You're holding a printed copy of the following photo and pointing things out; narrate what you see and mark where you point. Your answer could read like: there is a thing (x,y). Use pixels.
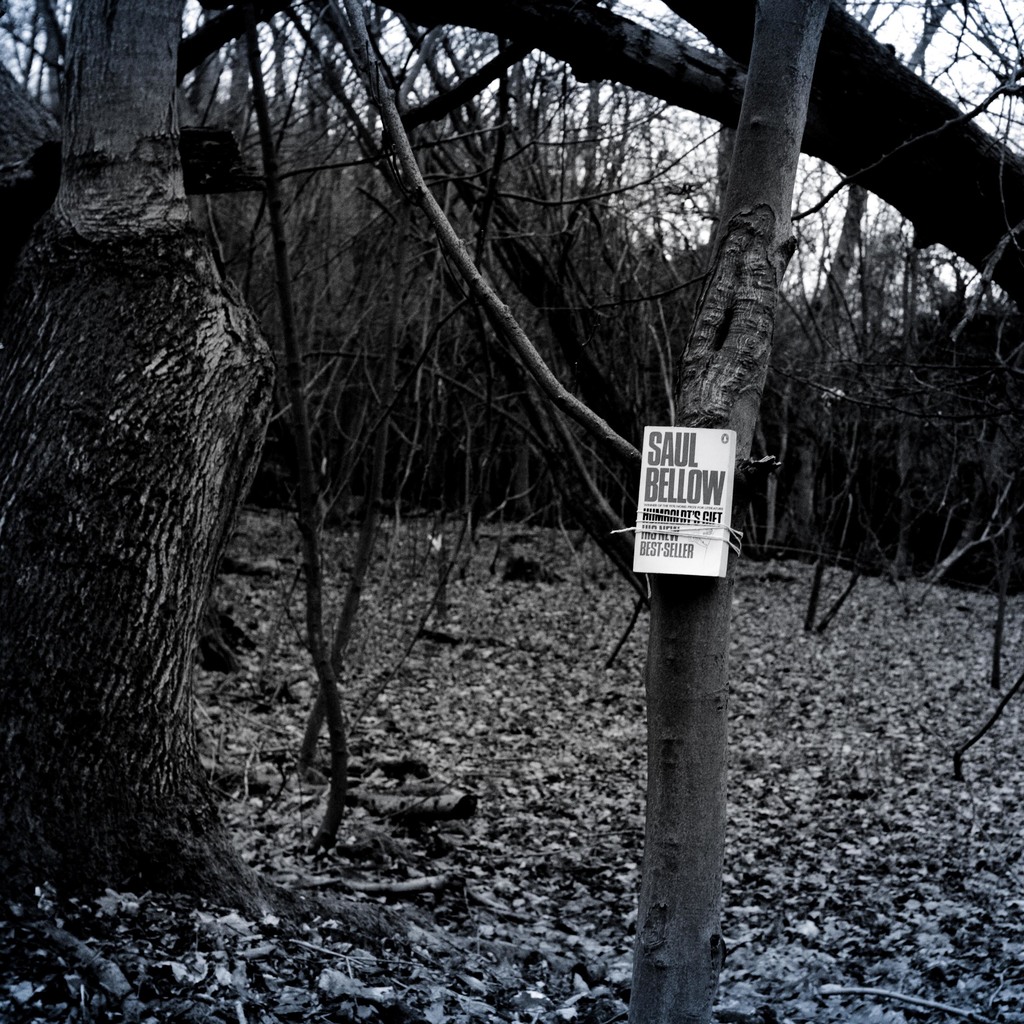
This is the picture of a black and white image and we can see some trees (728,155) and dry leaves (841,729) on the ground (908,743) and there is a poster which looks like a book (685,506) attached to the tree (707,593) and there is some text (711,532) on the book (711,532) and we can see the sky (411,48).
